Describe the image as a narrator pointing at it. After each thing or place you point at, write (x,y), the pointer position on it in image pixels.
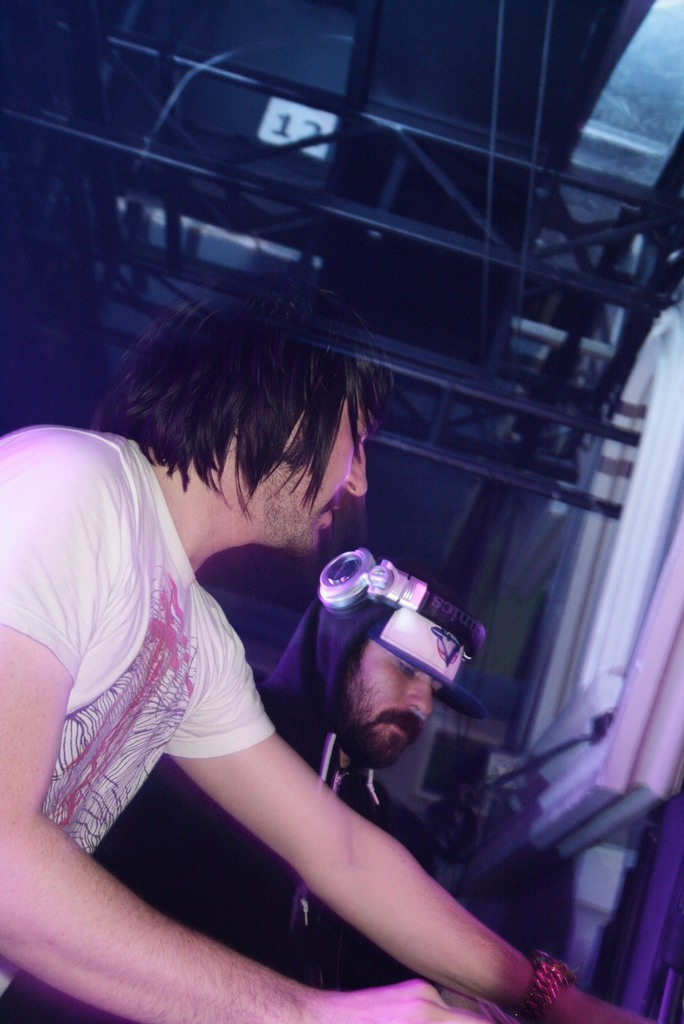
2 people (266,777) are present. The person (146,742) at the front (14,655) is wearing a white t shirt (104,752).
